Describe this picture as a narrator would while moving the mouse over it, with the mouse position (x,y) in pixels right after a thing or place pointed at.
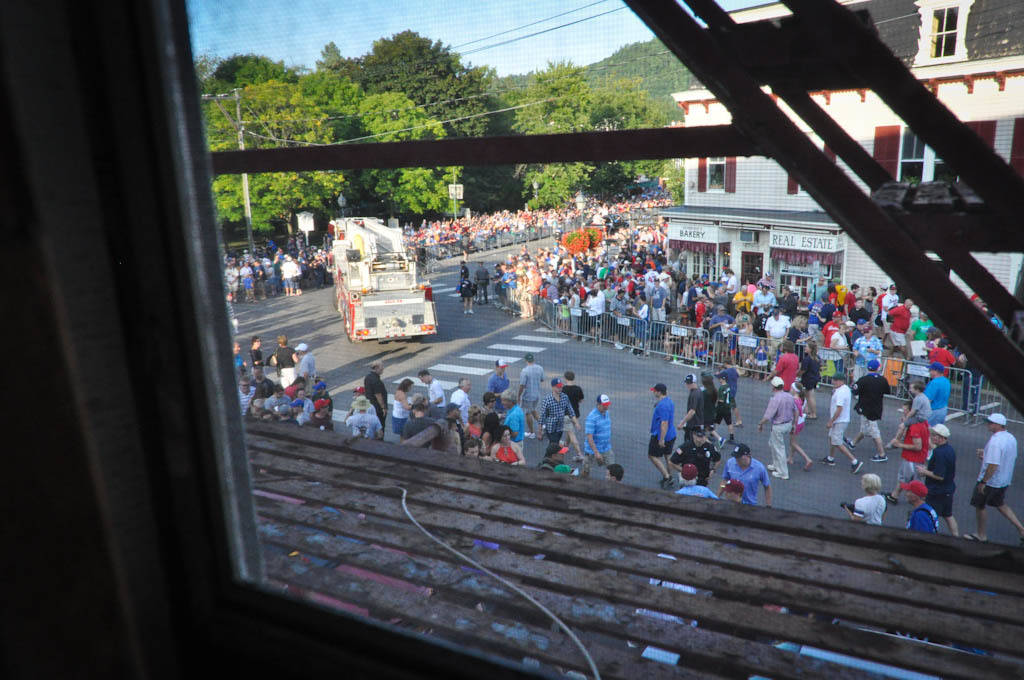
In this image there is a road (560,341) on which there are so many people (672,438) walking on it. In the middle (386,294) there is a lorry (375,268). There are so many people (645,289) standing beside the fence (581,317). Behind them there are buildings (777,222). On the left side (341,88) there are trees (321,86) in the background (405,42). At the bottom (501,569) there is a wooden floor (549,578). It looks like a window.
